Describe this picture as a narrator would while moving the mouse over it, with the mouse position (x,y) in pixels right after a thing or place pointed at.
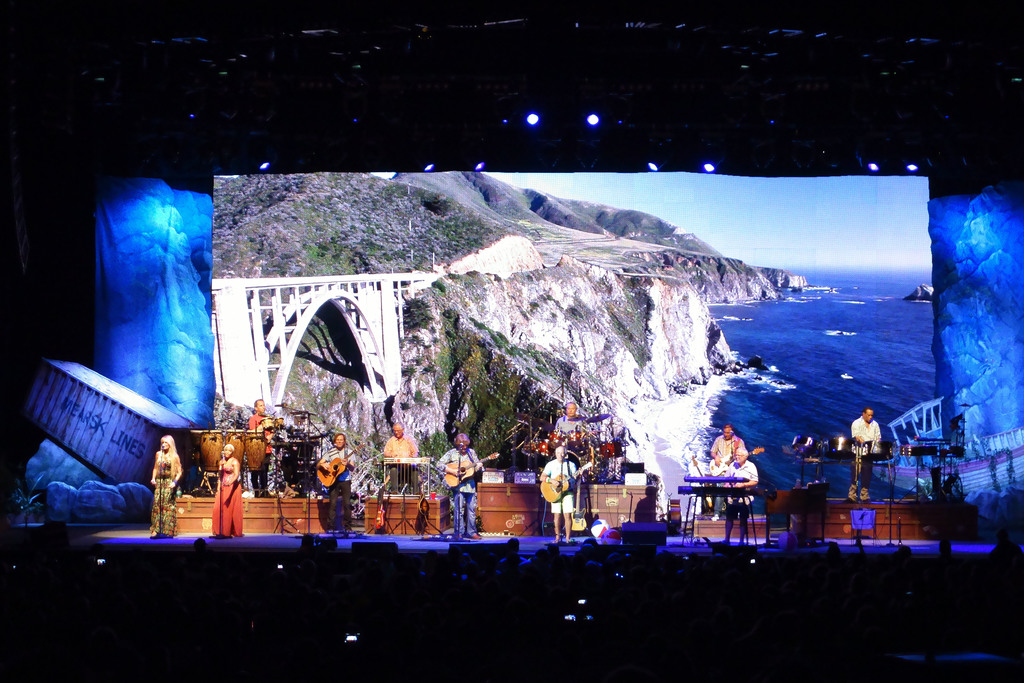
In the image we can see there are people (718,447) standing, wearing clothes (224,496) and some of them are holding a musical instrument (729,466) in their hands (479,461). Here we can see projected screen (644,340), in the projected screen (725,322) we can see the water (865,334), arch (354,307), bridge (327,281), mountain (512,262) and the sky (789,231). Here we can see the microphones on the stand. Here we can see the lights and the corners of the image are dark.
